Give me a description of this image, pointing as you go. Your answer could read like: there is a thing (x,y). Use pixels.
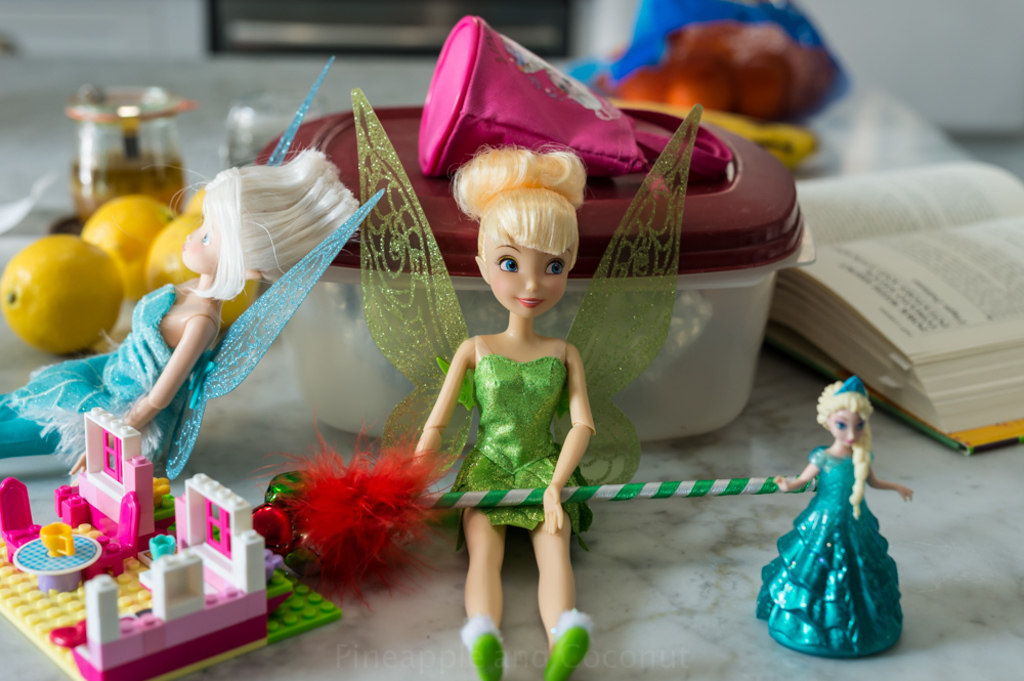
In this image we can see dolls (244,226), legos (222,558), books (884,295) and box (695,178) placed on the table (280,90).
